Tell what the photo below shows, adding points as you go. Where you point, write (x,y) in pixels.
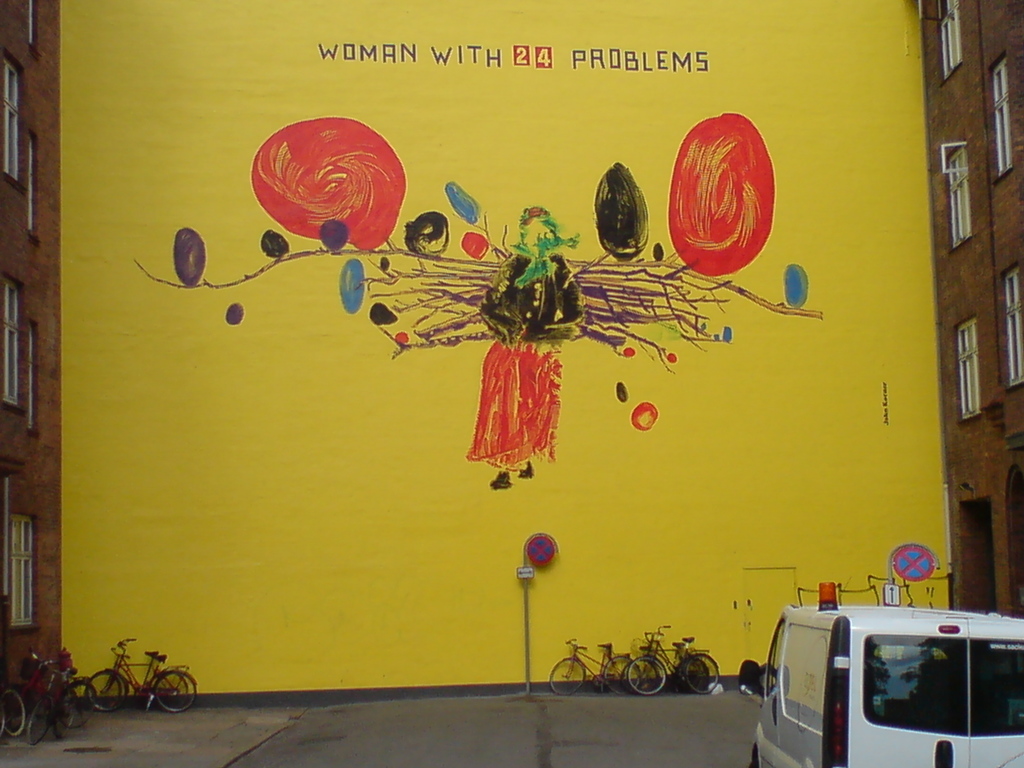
In this picture is a painting (618,317) and there is a text (463,52) on the board (407,227). On the right side of the image (792,729) there is a vehicle (896,690). At the back (12,714) there are bicycles (584,645) and poles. On the left (33,126) and on the right side of the image (1002,22) there is a building (1000,40). At the bottom (552,721) there is a road (409,742).
